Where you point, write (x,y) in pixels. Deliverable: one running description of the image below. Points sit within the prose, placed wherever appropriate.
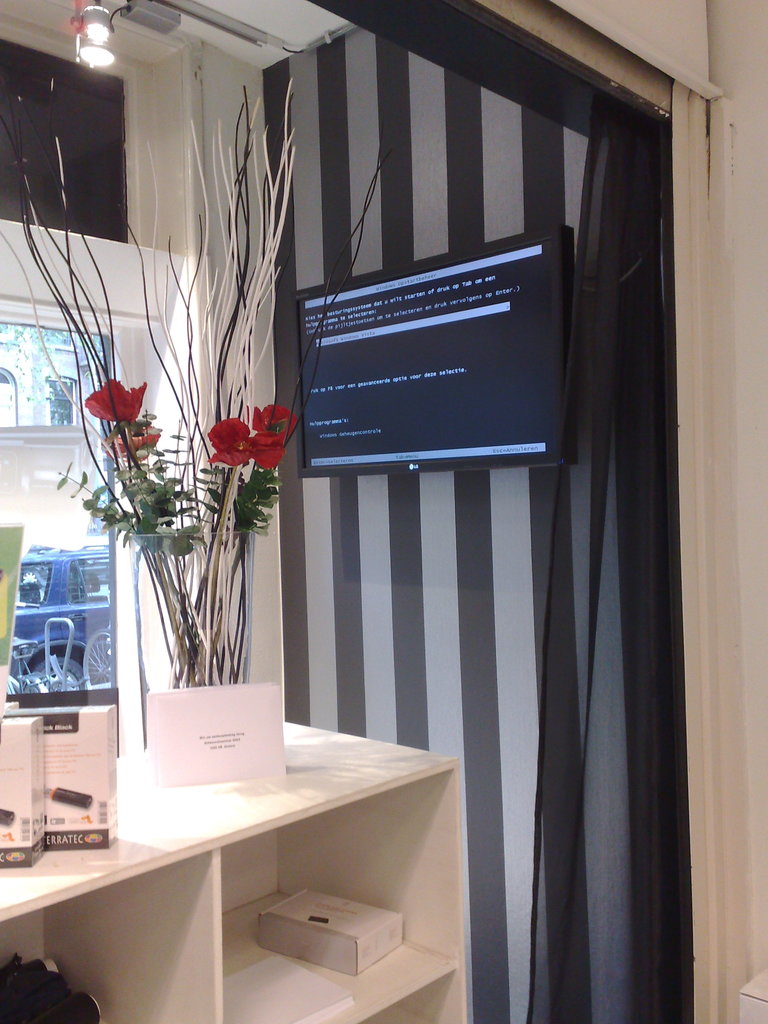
In this picture we can see table (325,733) and on table (123,802) we have flower vase (182,634), boxes (110,739) and below it there are racks (303,965) and in background (366,288) we can see television (430,448) to wall (357,631), glass (64,396), light (81,1).
